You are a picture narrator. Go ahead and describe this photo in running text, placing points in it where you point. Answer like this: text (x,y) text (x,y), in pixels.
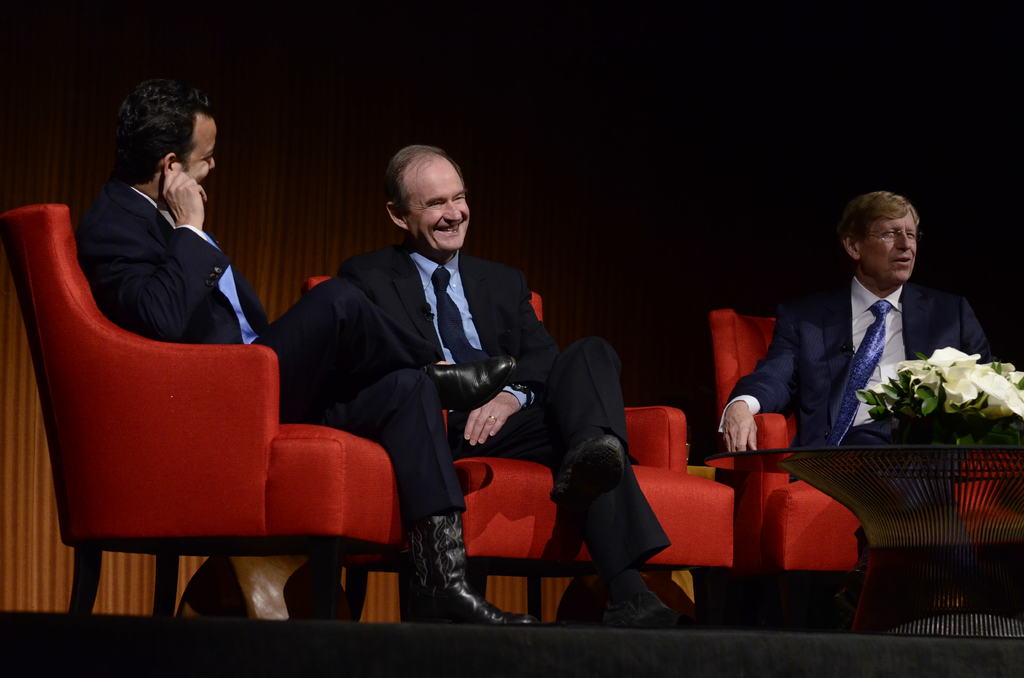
Here we can see three men (330,320) sitting on chairs (715,328) with a table (743,451) in front of them having a flower pot (953,410) on it
